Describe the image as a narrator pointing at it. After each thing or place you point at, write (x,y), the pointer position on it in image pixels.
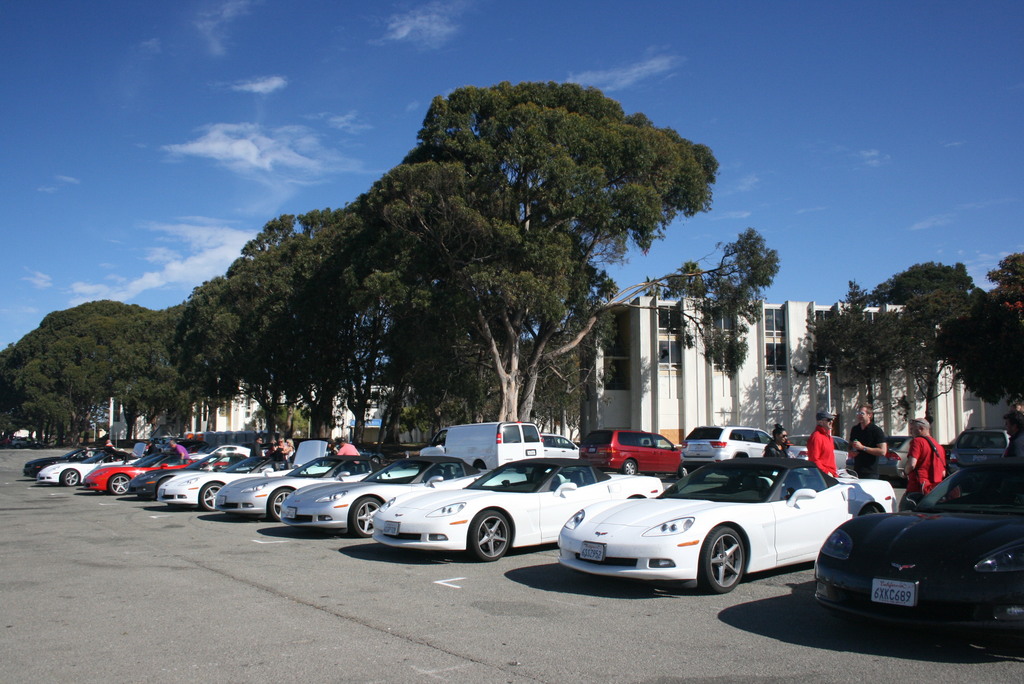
In this image, we can see so many vehicles (514,525) are parked on the road (377,600). Here we can see few people (828,467). On the right side (904,472), a person (907,474) is wearing a bag (936,461). Background (939,392) we can see so many trees (975,381), houses (1006,410), glass (781,352) and sky (55,128).
